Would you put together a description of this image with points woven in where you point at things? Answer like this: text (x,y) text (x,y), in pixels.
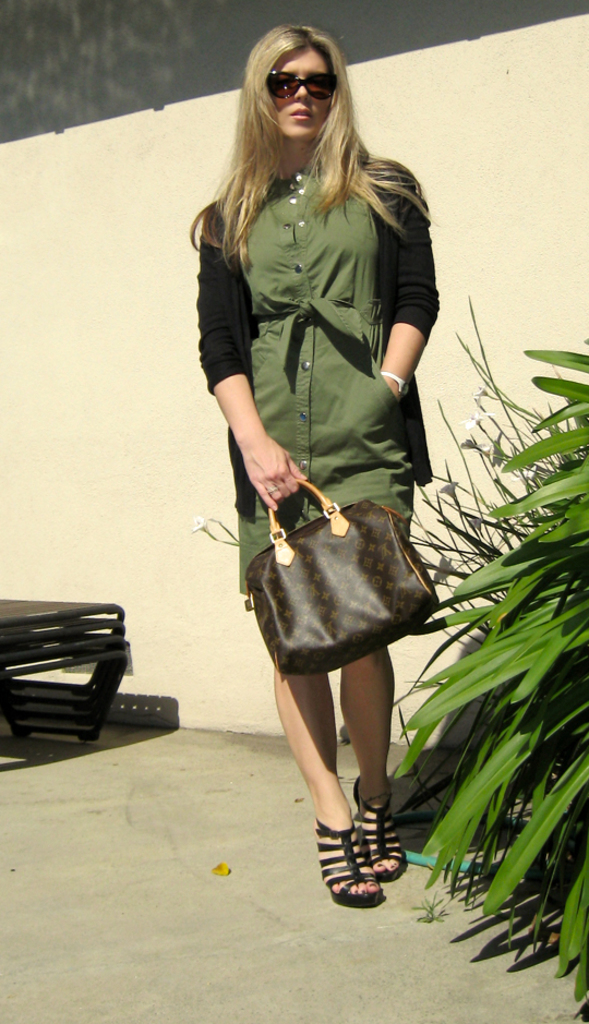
a person (310,361) is standing, holding a bag (317,563) in her hand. at the right (559,485) there are plants (537,688). behind her there is a wall (67,341).
